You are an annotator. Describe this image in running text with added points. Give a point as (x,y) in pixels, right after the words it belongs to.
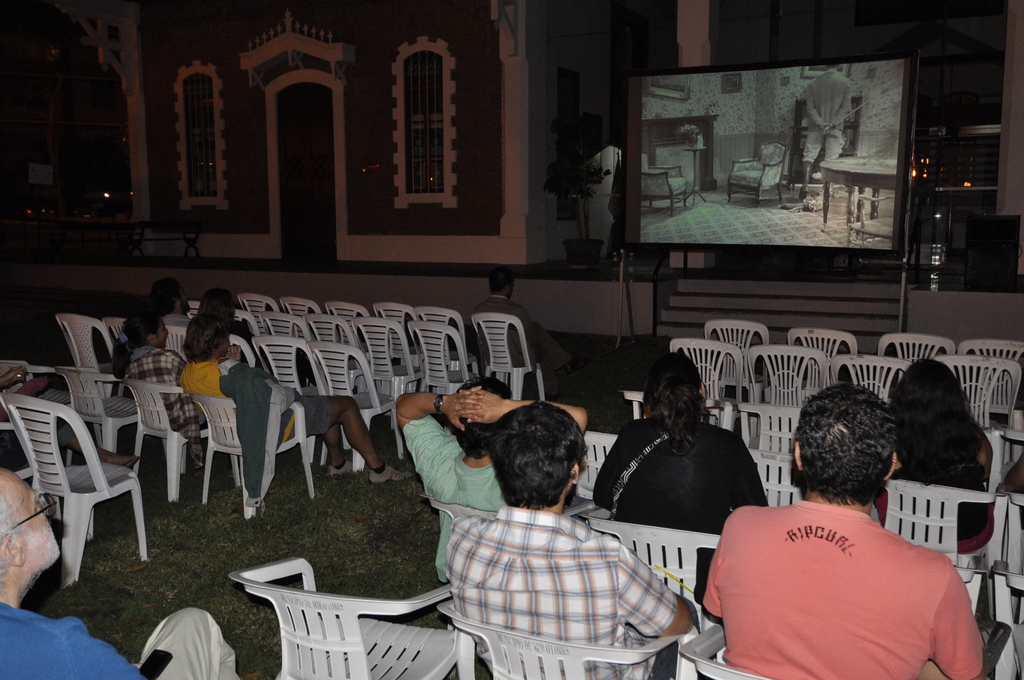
There are some people (543,569) sitting in the chairs (160,421) and watching the projector display screen (788,204) here. There are some men (784,567) and women (211,377) in this picture. In the background (385,93) there is a building (376,171).
